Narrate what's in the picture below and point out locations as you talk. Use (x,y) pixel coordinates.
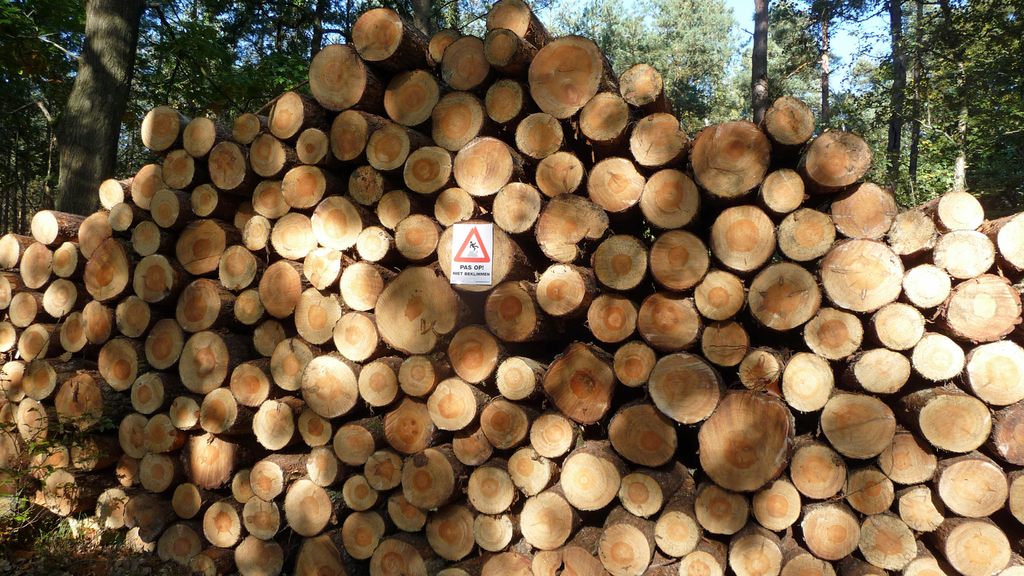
In this picture there are logs (494,163) in the foreground (562,377) and there is a board (476,278) on the log (444,261) and there is a text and sign (470,235) on the board (457,241). At the back (56,34) there are trees (686,50). At the top (779,3) there is sky (745,21). At the bottom (44,533) there is a plant (60,537).
